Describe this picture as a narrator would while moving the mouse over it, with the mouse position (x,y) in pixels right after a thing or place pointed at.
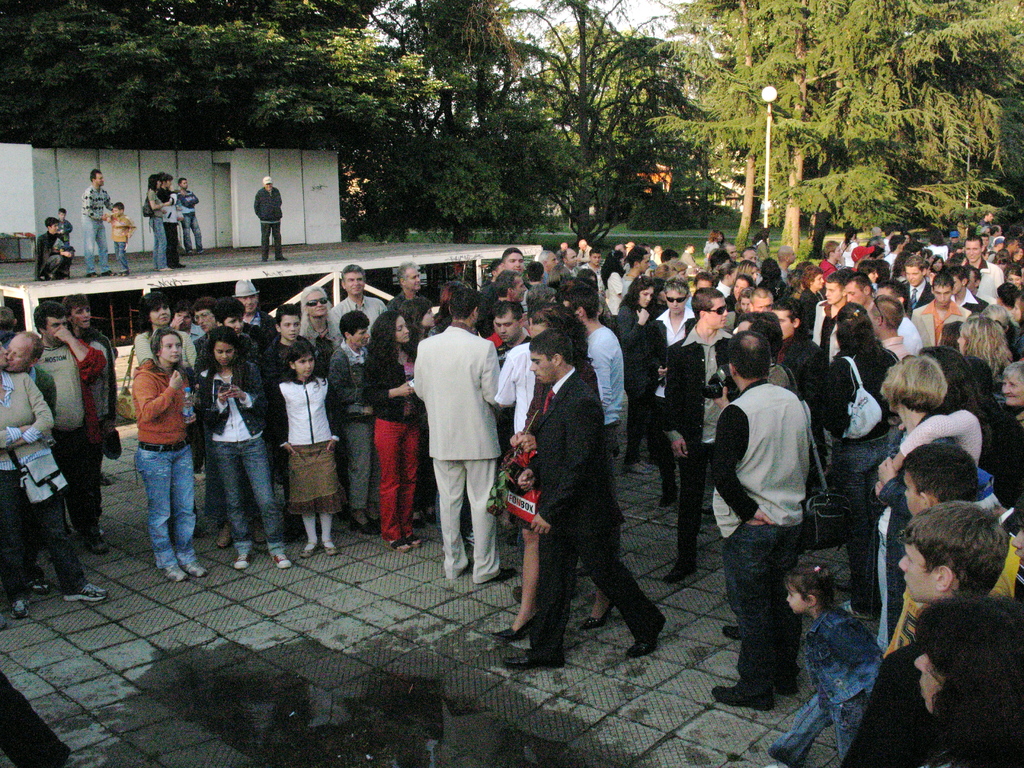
In the center of the image (583,466) there are group of persons (527,442) standing on the floor (493,624). In the background (464,225) there are persons (59,228), trees (472,151), street light (771,90), grass (485,240) and sky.
